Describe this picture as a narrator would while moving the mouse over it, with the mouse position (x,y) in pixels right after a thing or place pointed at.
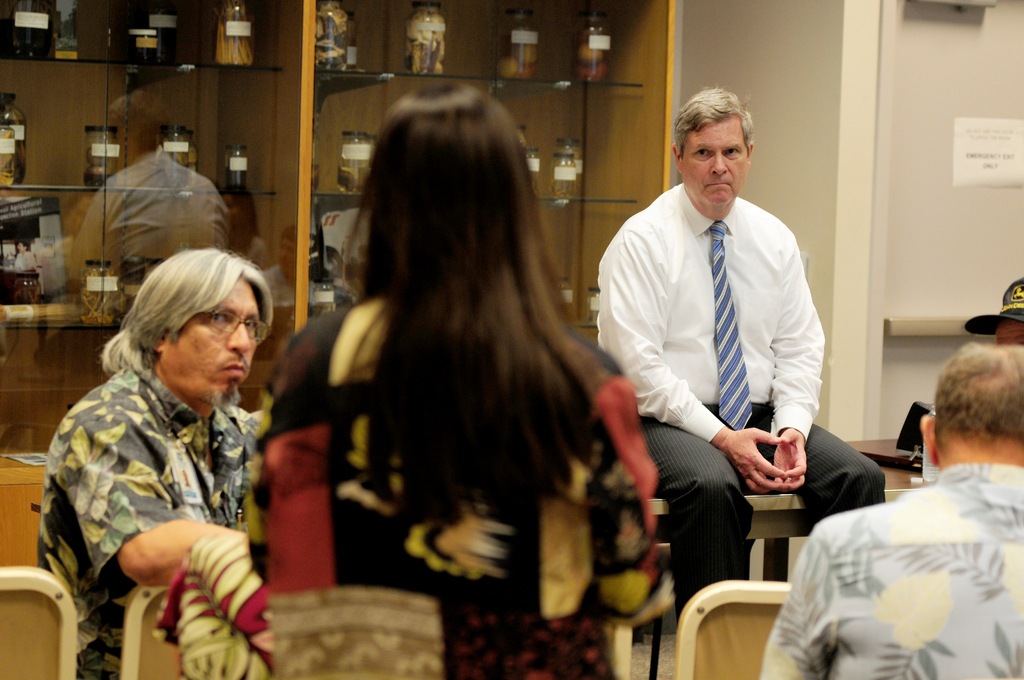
In this image, we can see a person (419,202) in the foreground (404,227), and at the back (210,381) some people (256,305) are sitting, and at the back (337,57) we can see some bottles (325,26) made of glass (338,21).
